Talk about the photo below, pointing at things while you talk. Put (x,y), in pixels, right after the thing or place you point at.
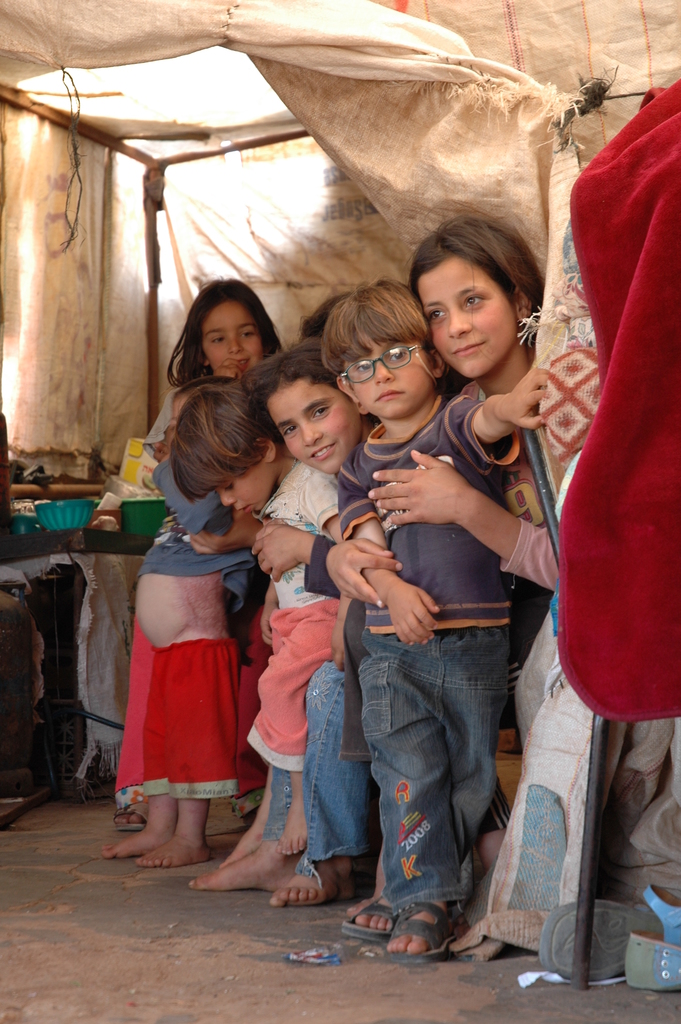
There are people (286,460) and we can see cloth (554,677) and footwear (618,902). This is tent (84,425), in the background (138,487) we can see bowl (138,498) and objects (131,467) on the table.
